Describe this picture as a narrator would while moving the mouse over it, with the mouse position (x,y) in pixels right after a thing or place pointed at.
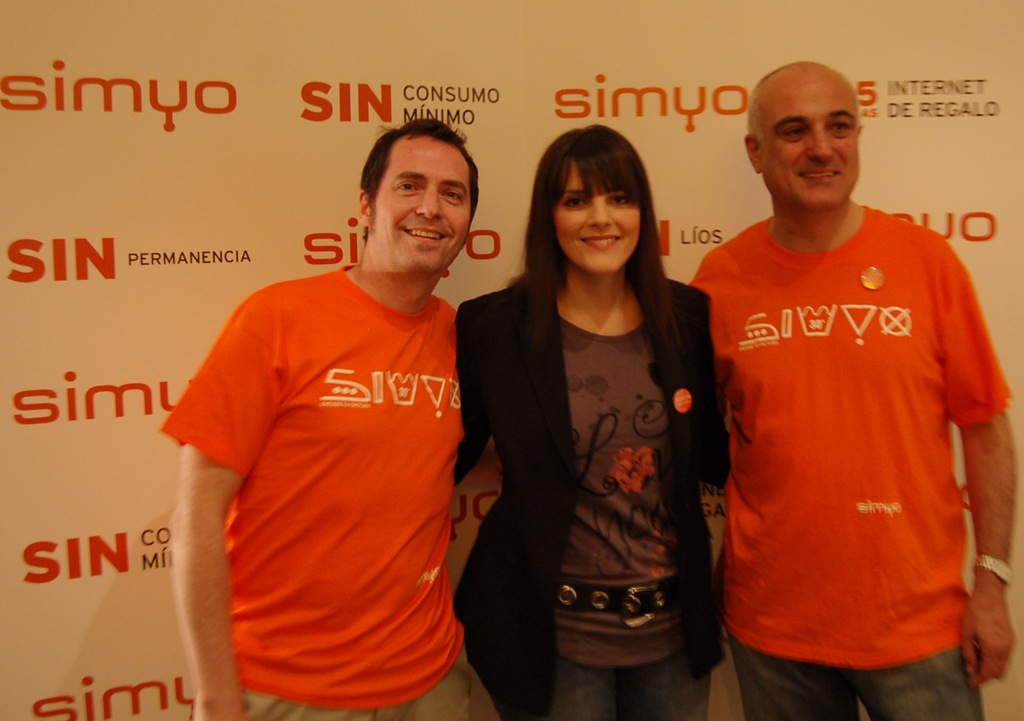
In this image, we can see three persons (631,463) wearing clothes (750,456) and standing in front of the banner (418,85).
